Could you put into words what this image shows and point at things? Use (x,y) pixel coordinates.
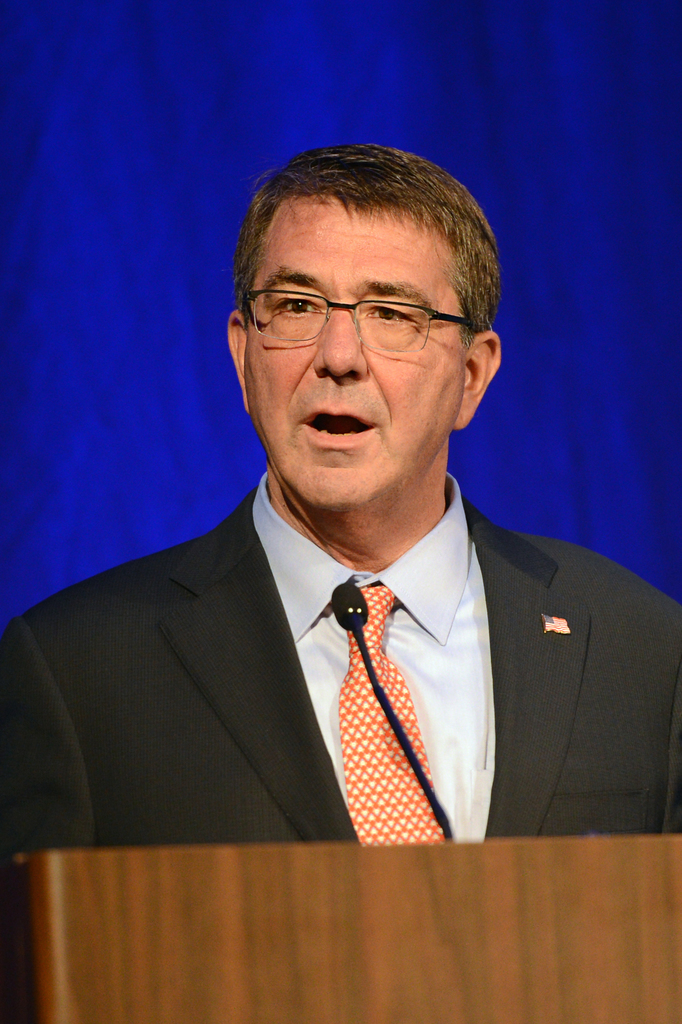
In the center of a picture there is a person (196,760) in suit (547,752), talking. In the foreground (248,906) there is a podium (398,845) and mic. In the background (199,308) there is a blue color curtain (565,167).
